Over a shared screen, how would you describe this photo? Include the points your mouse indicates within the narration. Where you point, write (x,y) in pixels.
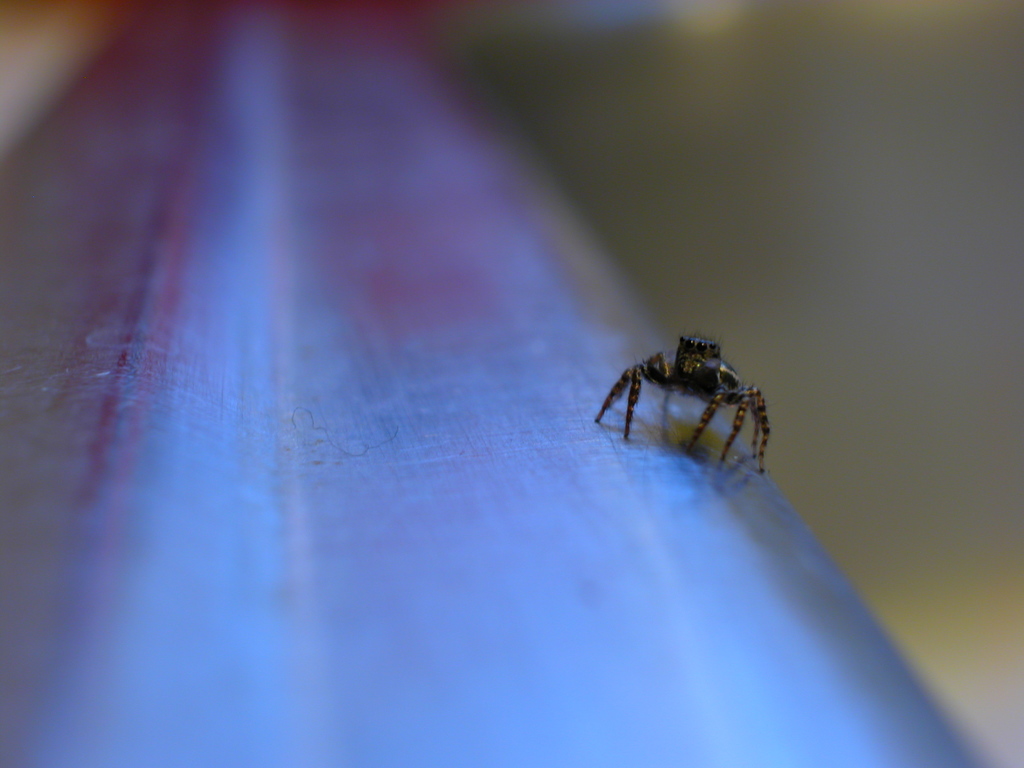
In this picture I can see an insect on an object (587,264), and there is blur background (788,120).
